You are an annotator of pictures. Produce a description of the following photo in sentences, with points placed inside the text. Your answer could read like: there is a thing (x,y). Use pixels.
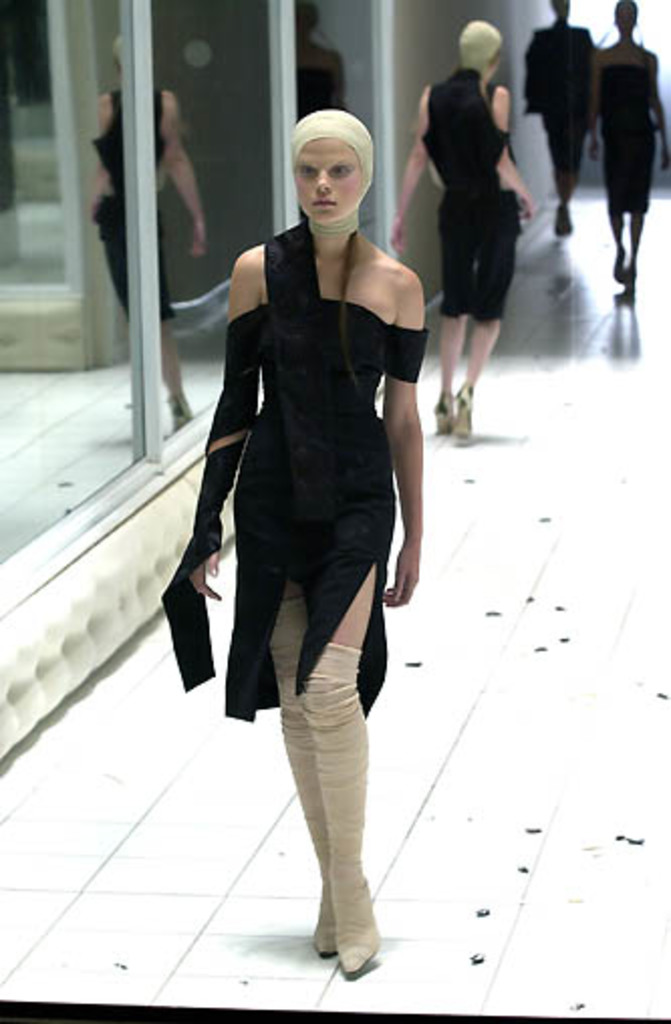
There is a woman (352,448) in black color dress (320,545), walking on white color floor (459,796), on which, there are other persons (618,44) walking, near glass windows (251,131) and a wall (406,21).
